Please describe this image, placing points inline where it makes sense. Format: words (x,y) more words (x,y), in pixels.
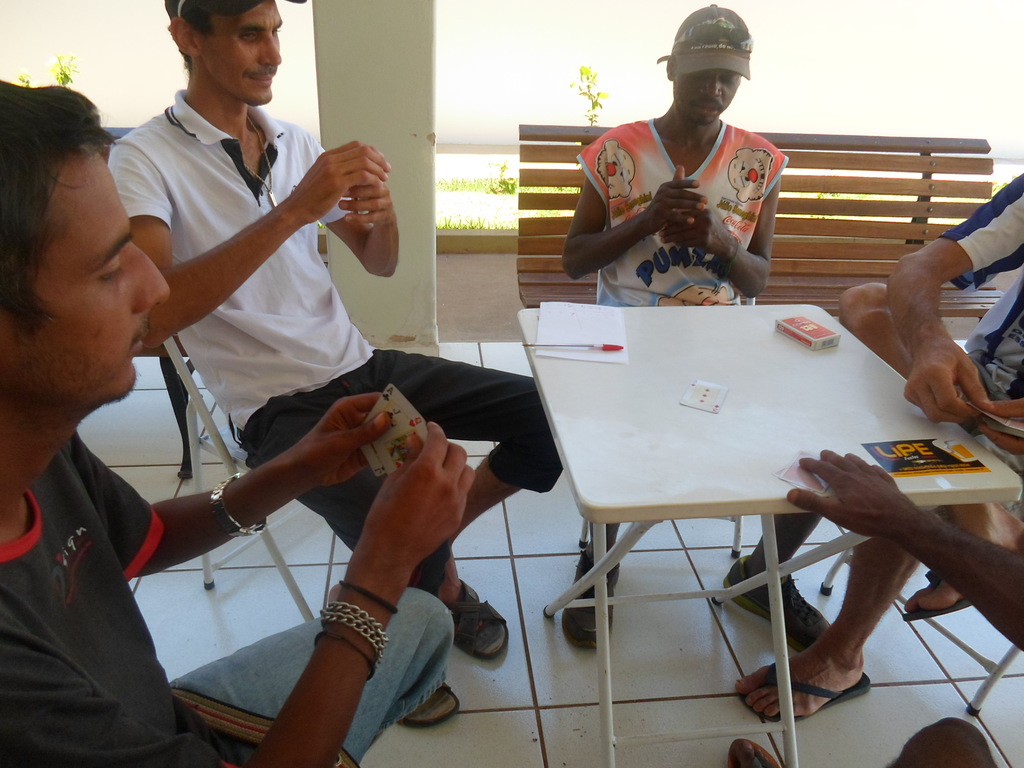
In this picture there is a table (535,336) on the right side of the image (1019,477) and there are people (1018,571) those who are sitting around the table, they are playing the game.
